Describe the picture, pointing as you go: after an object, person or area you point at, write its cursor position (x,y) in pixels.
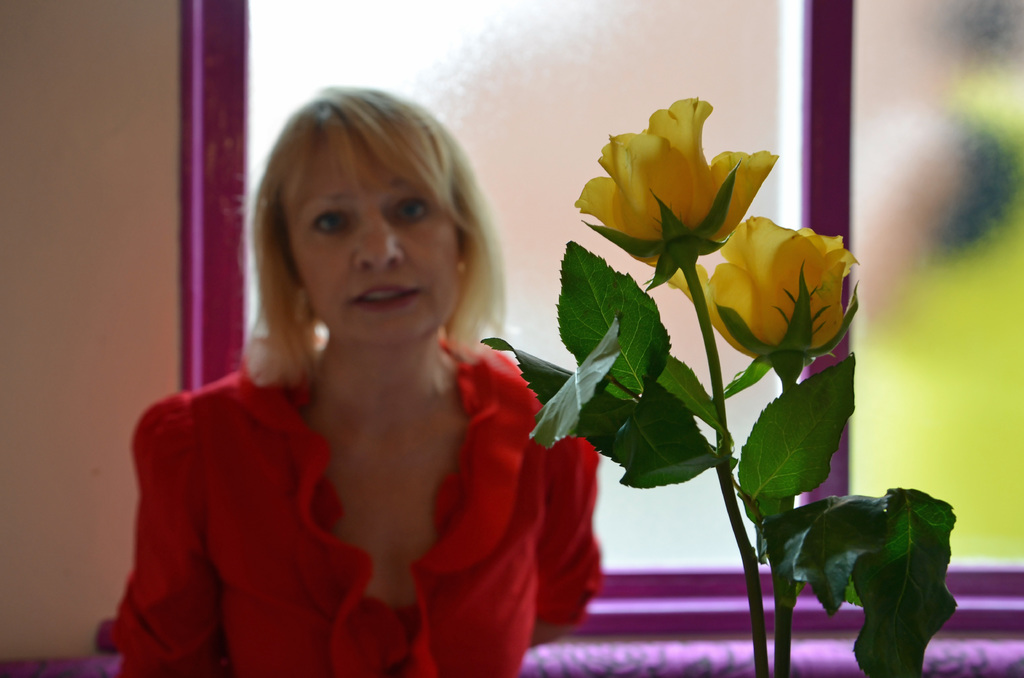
In this image I can see a woman (324,472) in red dress (299,526). I can also see yellow colour flowers (707,191), green colour leaves (649,305) and I can see this image is little bit blurry from background (613,105).
